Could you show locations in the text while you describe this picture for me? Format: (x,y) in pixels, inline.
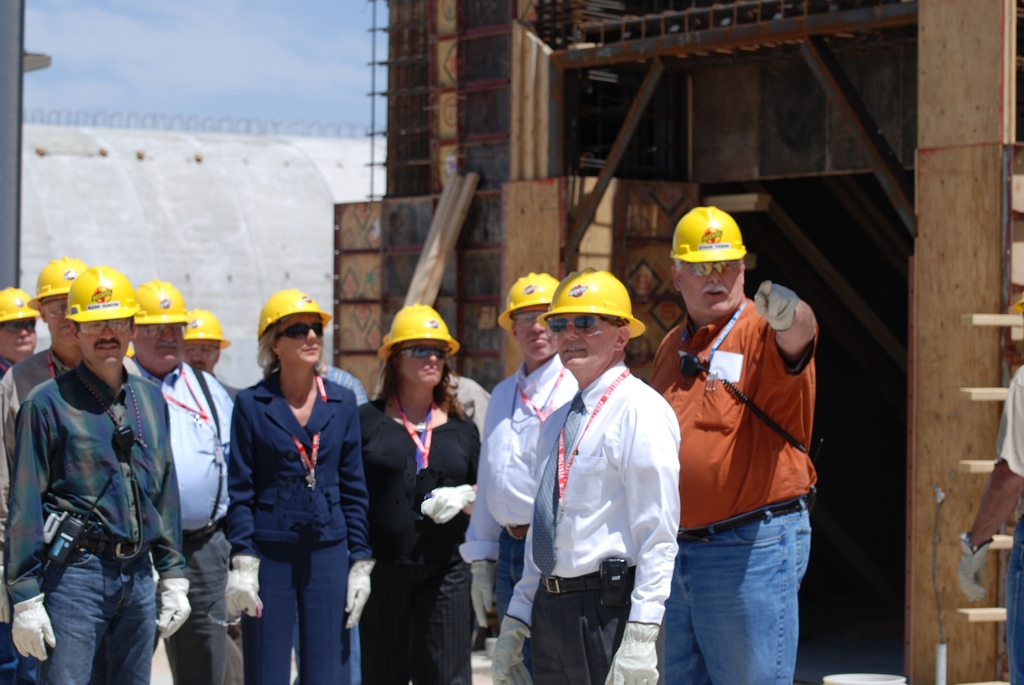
In this image I can see group of people (527,526) standing and they are wearing yellow color helmets (700,212), background (496,73) I can see a building (526,139) in brown color and the sky (254,64) is in blue color.
